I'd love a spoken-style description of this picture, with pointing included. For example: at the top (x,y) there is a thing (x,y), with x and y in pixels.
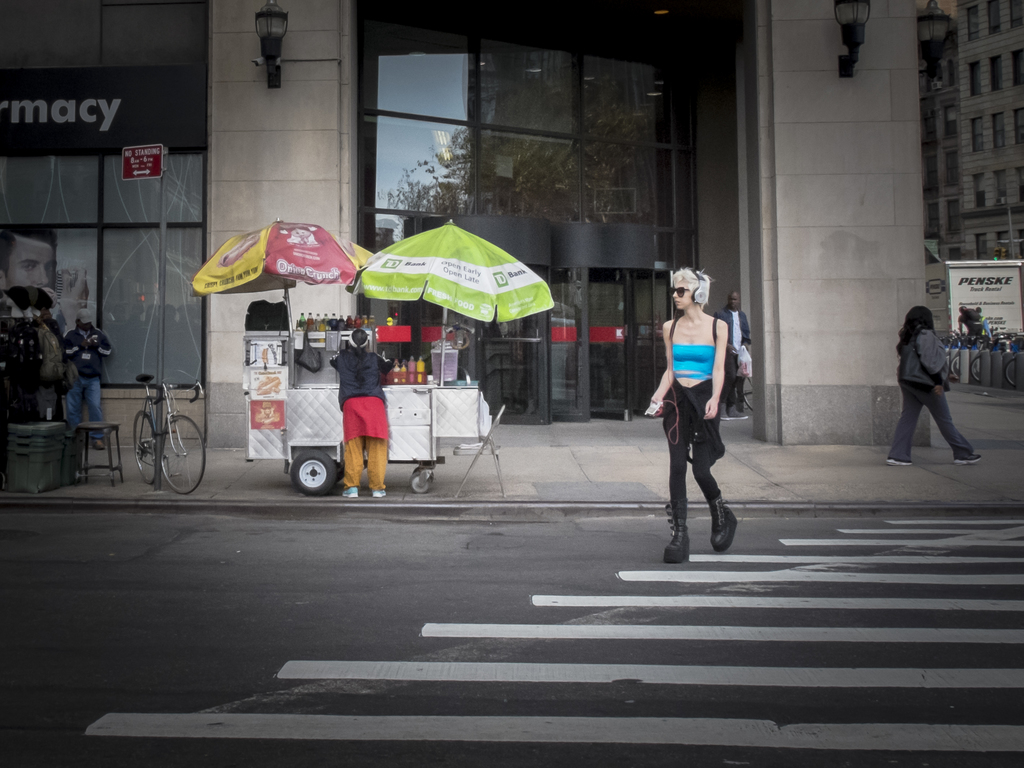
Here we can see few persons (978,316) and this is a road (468,698). There are umbrellas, cart (315,451), bottles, bicycle (141,465), chair (86,429), board (171,99), pole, lights (922,30), clothes (44,409), and a hoarding (49,265). In the background (790,213) we can see buildings (651,188).
